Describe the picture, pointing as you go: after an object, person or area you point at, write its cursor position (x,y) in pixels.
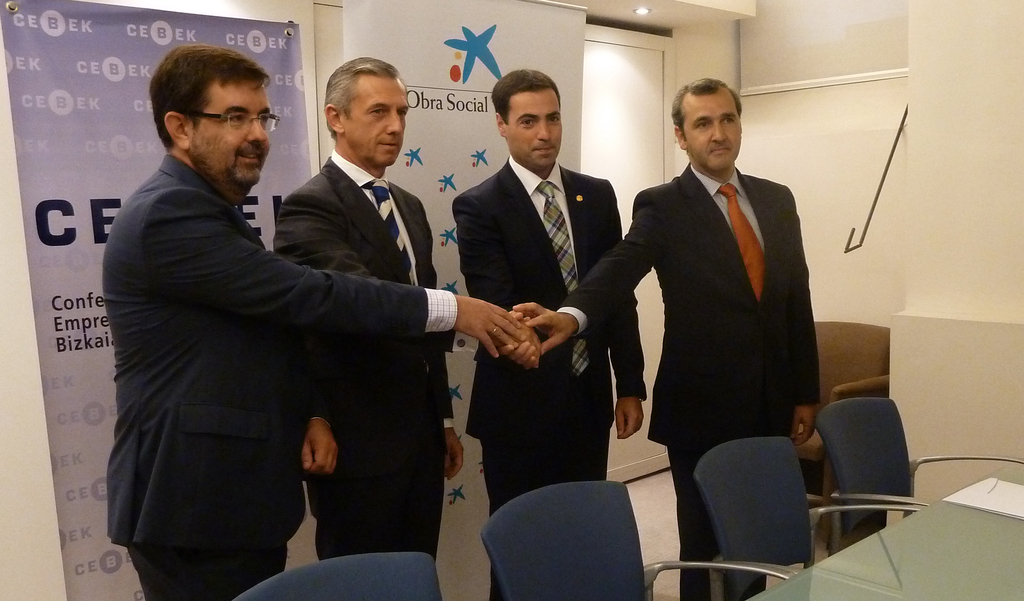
In this image I can see four men (219,299) wearing suits (169,323), standing, shaking their hands (489,332) and giving pose for the picture. In front of these people (691,406) there are some empty chairs (735,540) and a table (932,548). In the background (795,107) there is a wall (673,76) to which two posters (294,55) are attached. On the posters (438,94) I can see some text (105,198).
